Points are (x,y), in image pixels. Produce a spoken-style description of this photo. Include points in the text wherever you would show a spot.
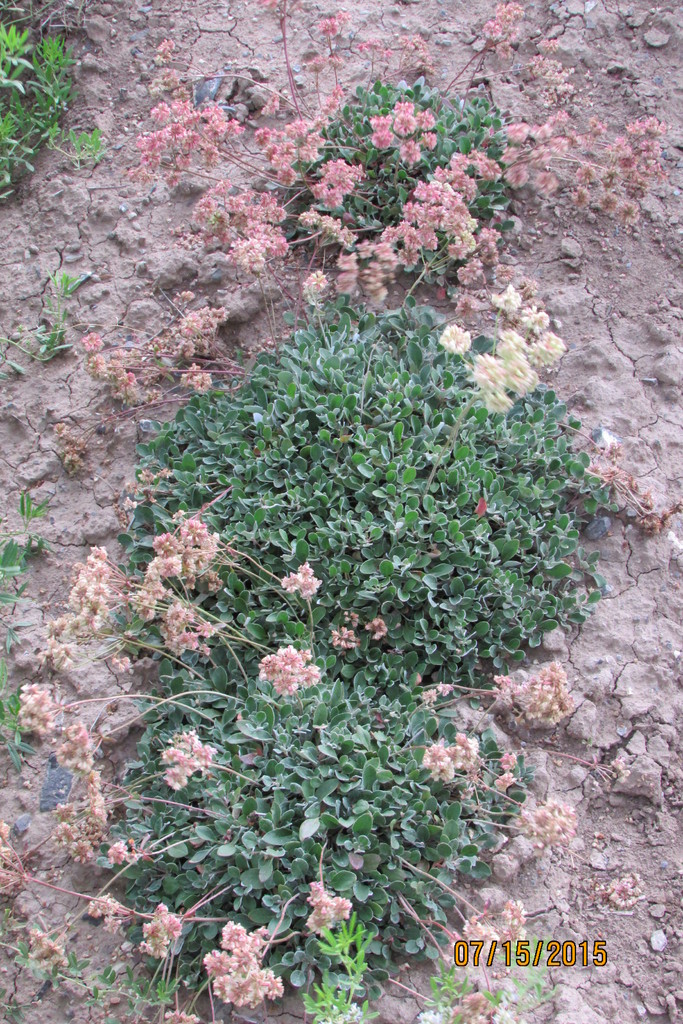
There are plants (278,531) with flowers (233,124) on the ground (222,174). In the right bottom corner (533,958) there is a watermark (559,965).
